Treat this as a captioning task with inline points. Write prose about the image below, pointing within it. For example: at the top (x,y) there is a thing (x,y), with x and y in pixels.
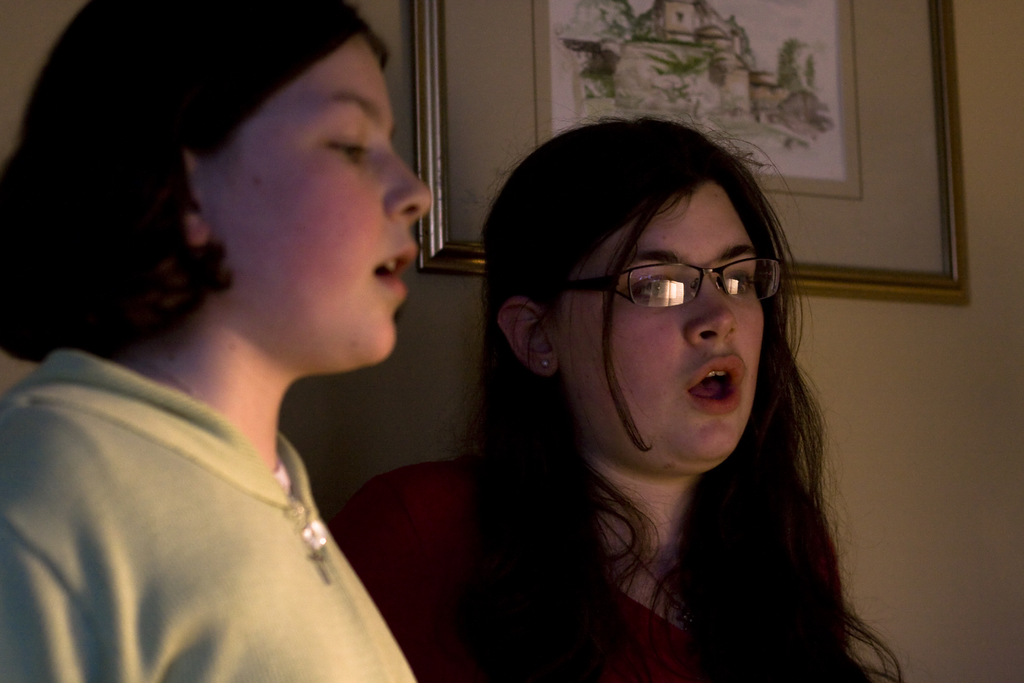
In the image two persons (775,460) are standing. Behind them there is a wall (941,496), on the wall (941,496) there is a frame (780,2).
